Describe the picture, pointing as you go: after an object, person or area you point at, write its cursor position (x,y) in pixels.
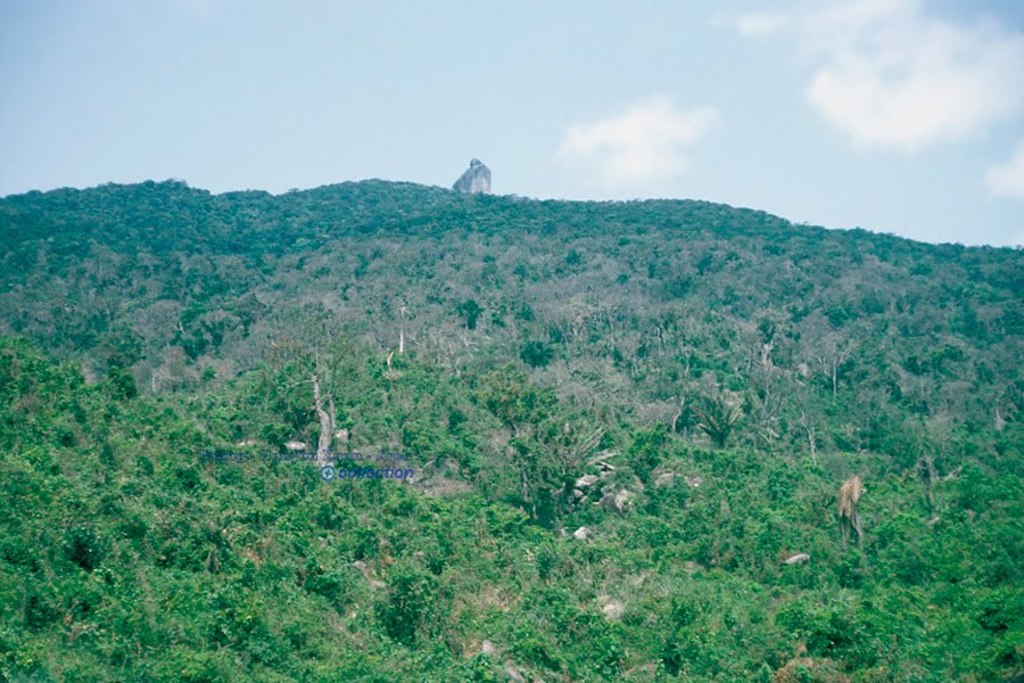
This picture is clicked outside the city. In the foreground (540,560) we can see the plants (745,472). In the center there are some objects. In the background (635,201) we can see the trees (107,220) and the sky (314,116). In the center (361,454) there is a text (354,474) on the image.
